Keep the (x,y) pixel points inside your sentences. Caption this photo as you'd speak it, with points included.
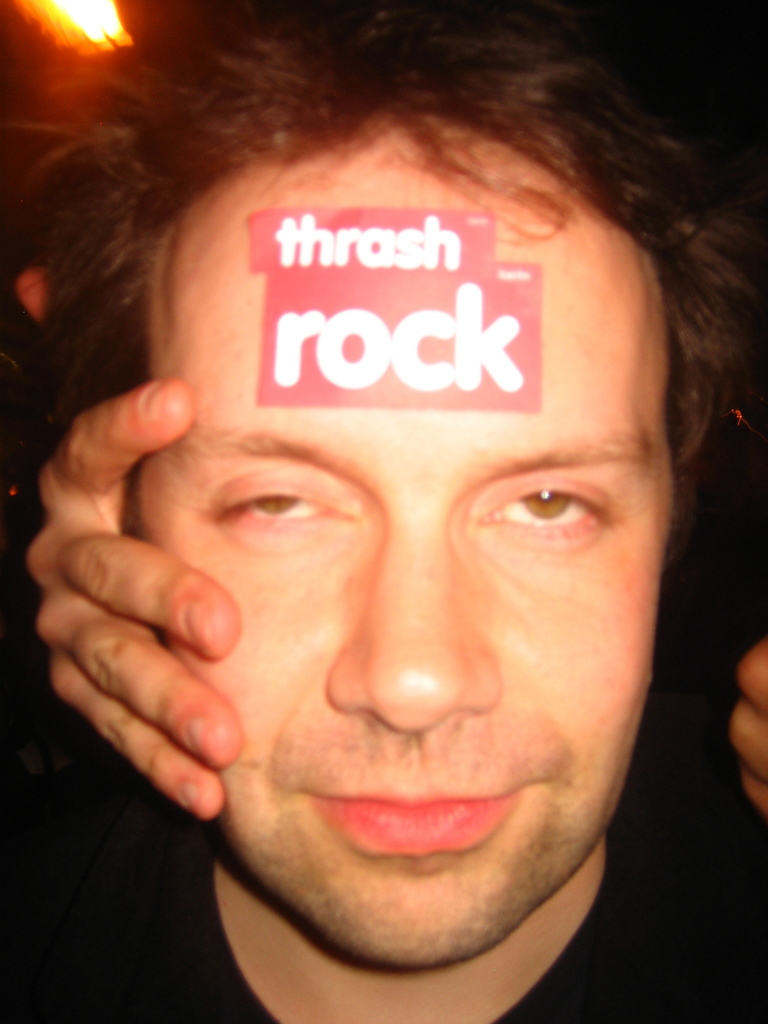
In the image there is a man (397,696) in the front (353,477) with a sticker (383,255) over his forehead (186,280) and a person (156,435) holding his head (161,456) and above there is light (117,35) on the left side (100,37).
